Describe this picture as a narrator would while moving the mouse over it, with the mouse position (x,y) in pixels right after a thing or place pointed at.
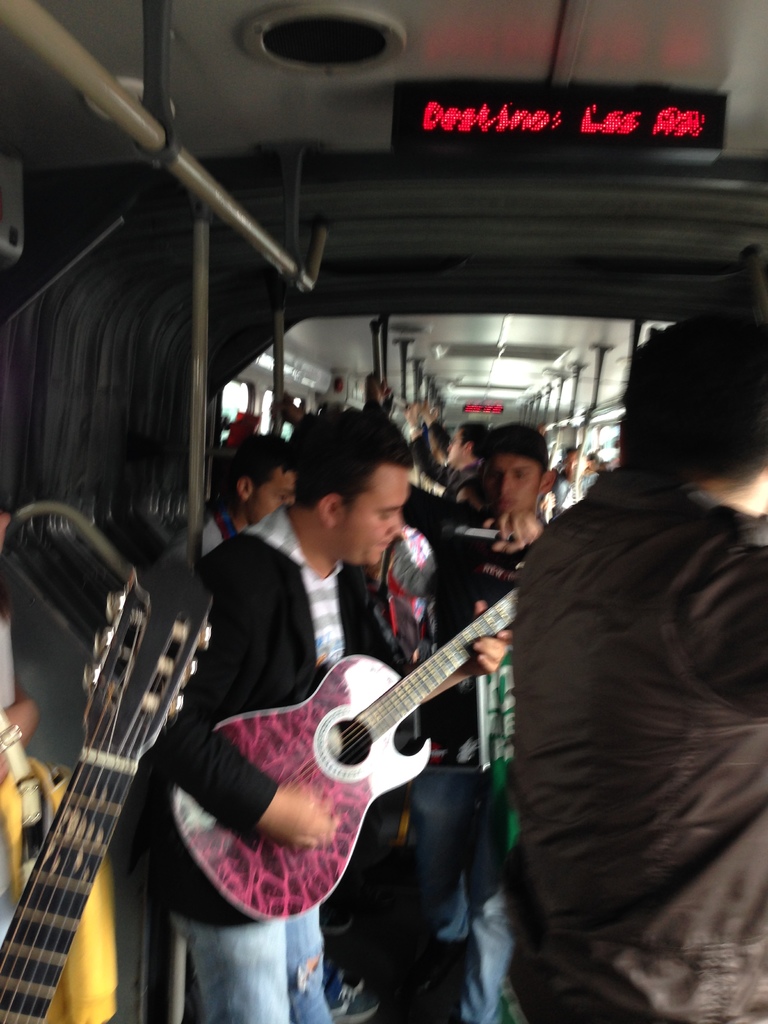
This is inside a bus (599,233). Many people (619,503) are standing. Alright we can see two guitars (321,691). One person (340,534) is playing guitar (273,881). He is wearing a black jacket (252,582). Most of the persons (398,538) are standing holding the railing (376,341) inside the bus (565,426). Another person (547,482) here is looking at the person (328,580) who is playing guitar (324,679) he is holding something. There is a notice board (600,119).
